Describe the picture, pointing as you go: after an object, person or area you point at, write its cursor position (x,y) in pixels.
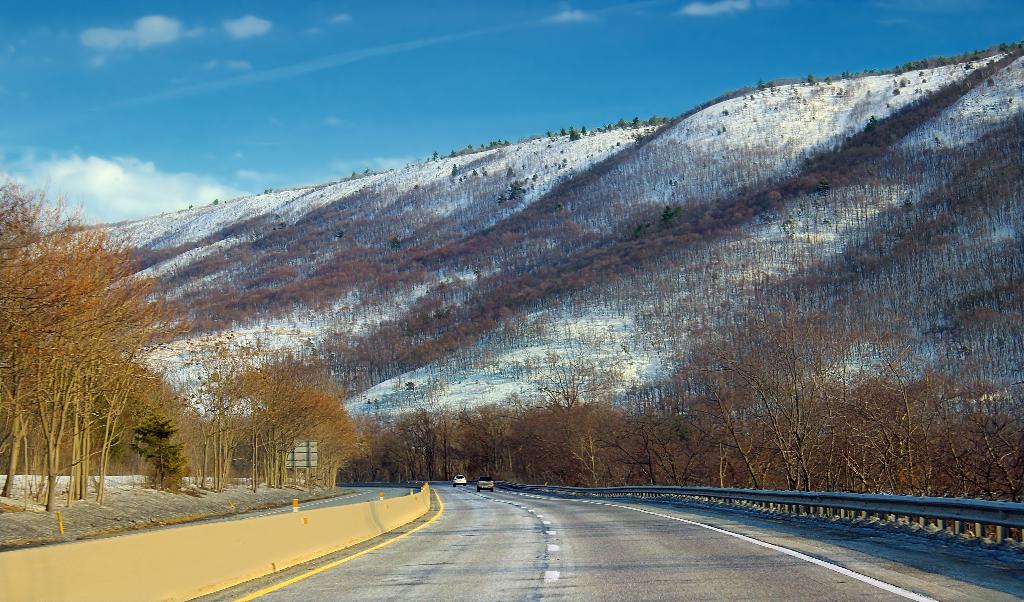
In this image I can see a road (456,538) in the centre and on it I can see two vehicles (487,489). On the both sides of the road (482,511) I can see number of trees (504,455). On the left side of this image (15,556) I can see the wall (314,519) and few poles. In the background (604,144) I can see the mountain (482,166), clouds (117,32), the sky (285,170) and I can also see snow (836,105) on the mountain (456,159).
